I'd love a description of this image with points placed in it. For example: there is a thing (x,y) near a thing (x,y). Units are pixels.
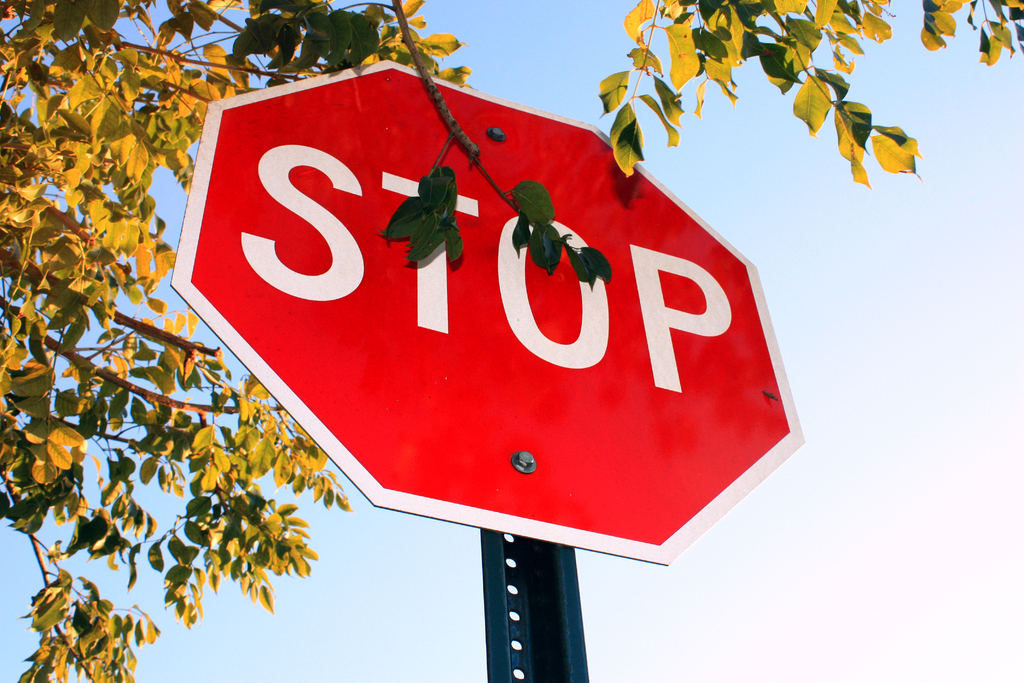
We can see sign board (551,463) on pole (528,570), green leaves (274,0) and stems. In the background (769,526) we can see sky (877,342).
